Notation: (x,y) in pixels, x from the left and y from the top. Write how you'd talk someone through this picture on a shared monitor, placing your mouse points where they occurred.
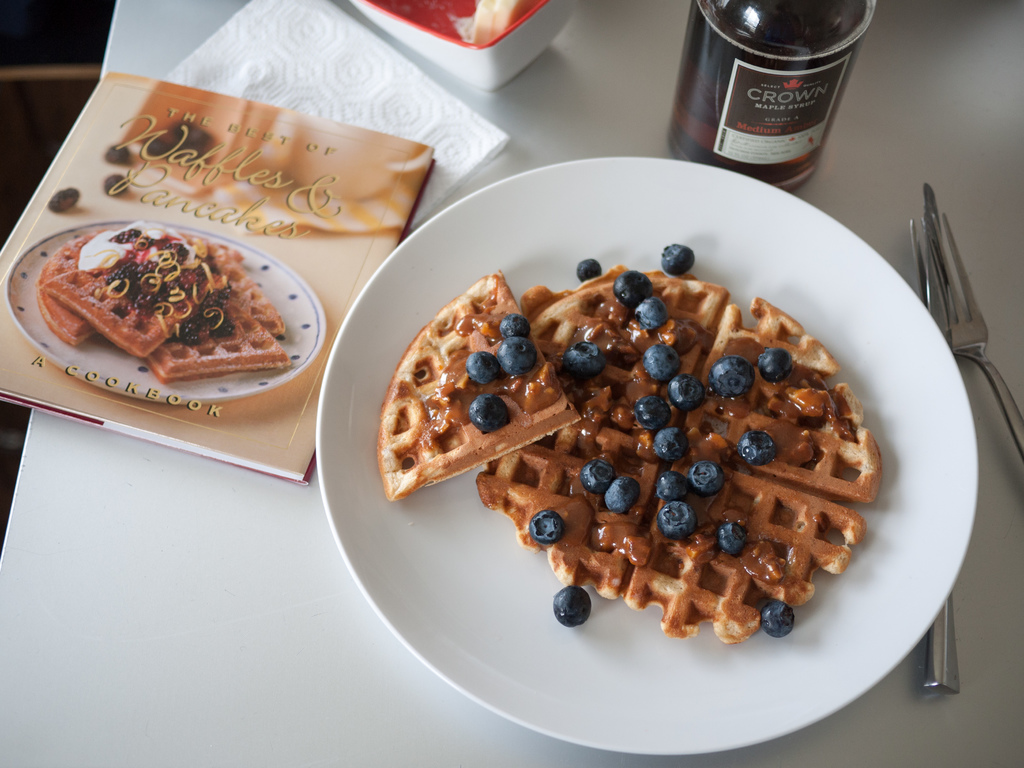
In this picture there is a table (418,729), on the table (955,244) there are plate (543,201), book (325,163) tissue (404,68), bowl (445,37), bottle (741,55) and waffle (722,423). The table (577,745) is in white color.
